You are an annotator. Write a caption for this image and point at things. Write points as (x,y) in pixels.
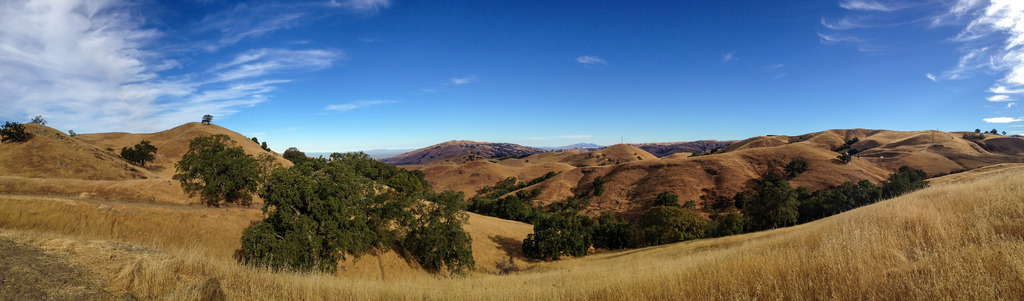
In this picture I can see the trees (282,224), mountains (514,161), plants (252,156) and grass (1018,238). At the top (302,45) I can see the sky (708,10) and clouds (96,70).
